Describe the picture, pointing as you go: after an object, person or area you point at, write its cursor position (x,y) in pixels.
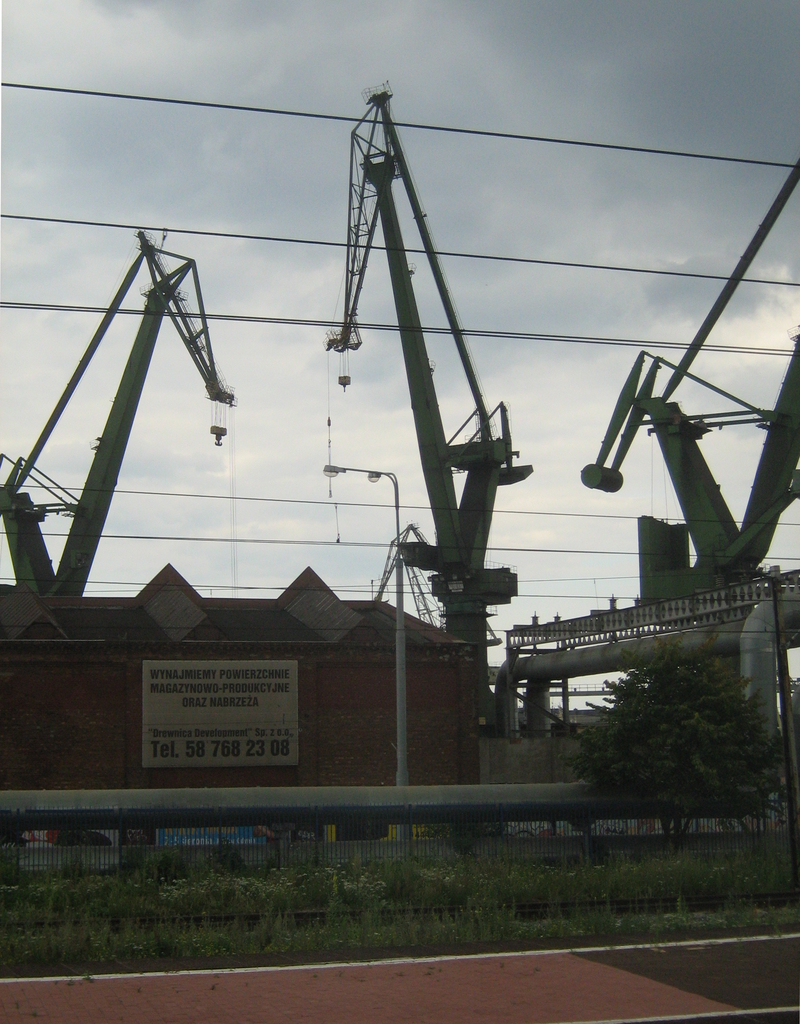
In this picture we can see a house (56,780) on the left side (165,591) and a tree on the right side (675,832). We can see some fencing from left to right. There are few cranes (798,385) and wires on top (152,322). Sky (194,369) is cloudy.
